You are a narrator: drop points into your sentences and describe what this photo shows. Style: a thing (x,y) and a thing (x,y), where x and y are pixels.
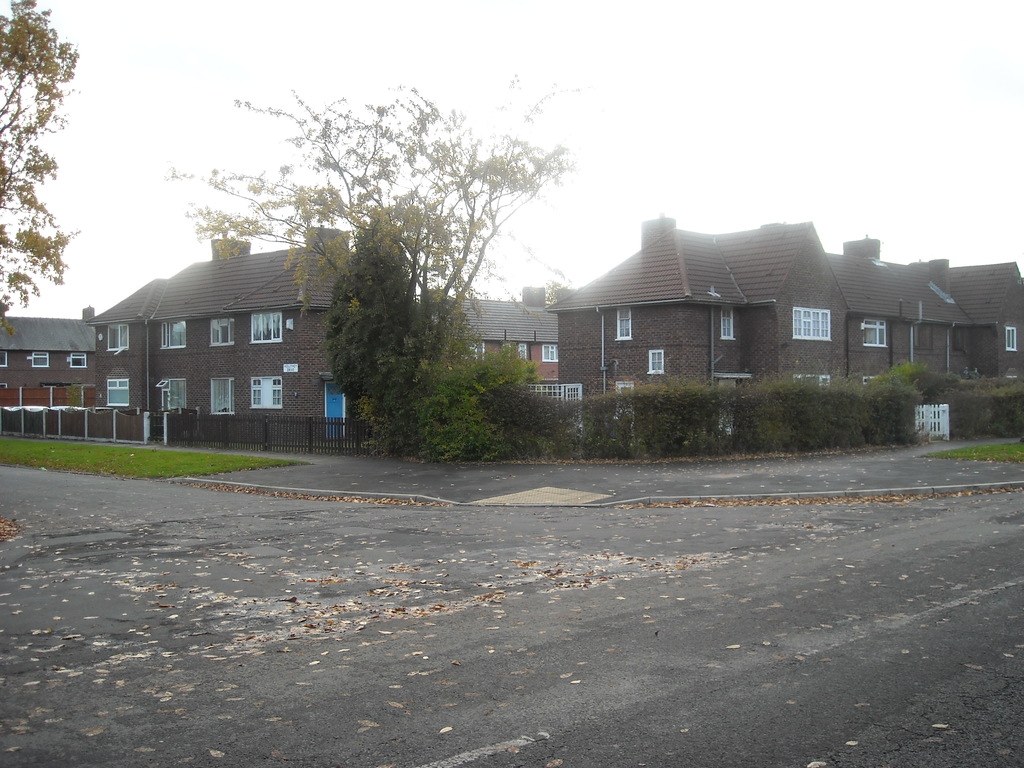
In the foreground of the image (608,577) there is a road (451,646). On the road (435,642) there are some dry leaves (398,612). In the middle of the image (542,334) there are some buildings (545,349), in front of the building (237,351) there are some trees (439,385) and plants (783,408). In the background (707,106) there is a sky (912,128).
